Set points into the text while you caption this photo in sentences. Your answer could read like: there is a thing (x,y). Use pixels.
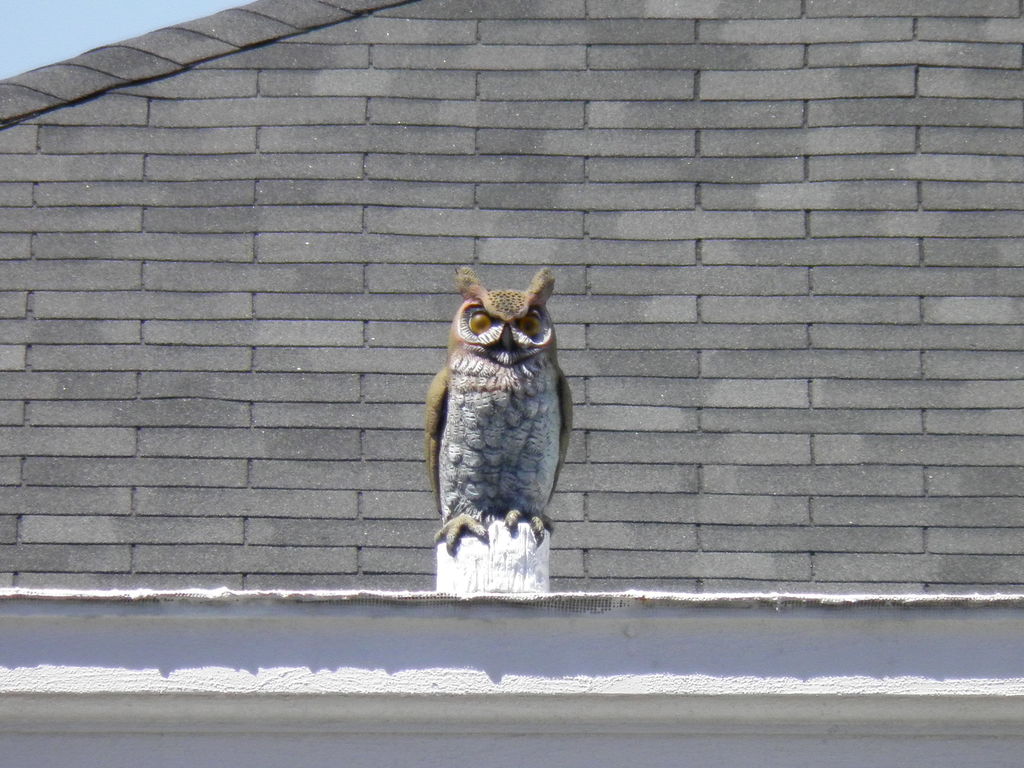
In this image I can see a sculpture of an owl (495,512) in the front (464,318) and in the background (325,291) I can see the wall (435,163).
